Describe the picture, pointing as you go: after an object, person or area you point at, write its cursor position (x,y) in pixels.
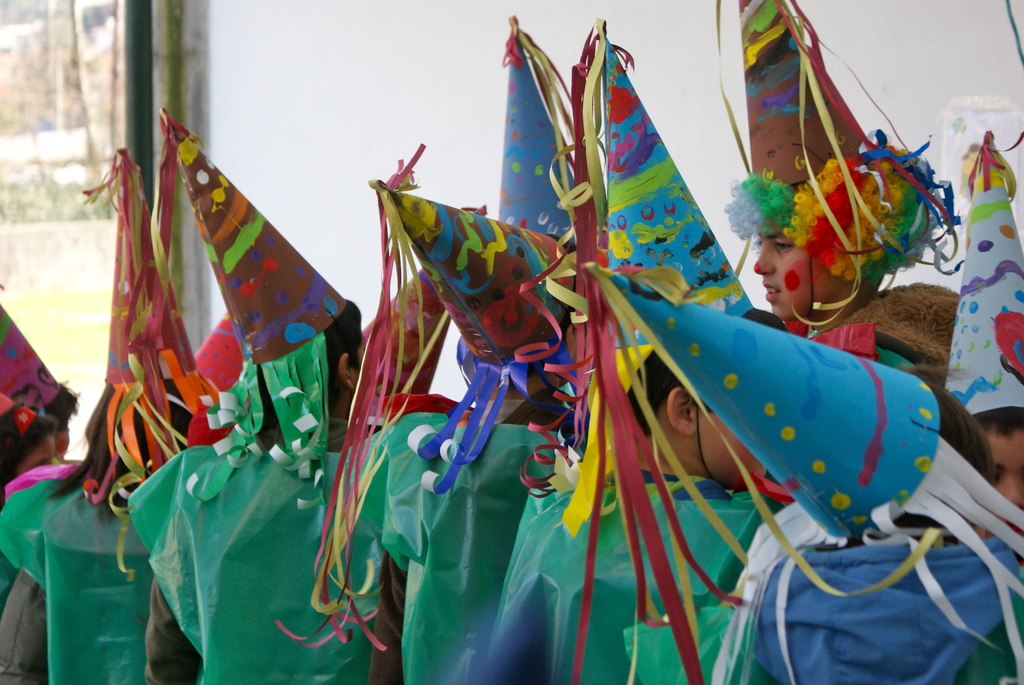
In the middle of the image (524,239) few people (1005,484) are standing and watching. Behind them there is wall (872,28).
